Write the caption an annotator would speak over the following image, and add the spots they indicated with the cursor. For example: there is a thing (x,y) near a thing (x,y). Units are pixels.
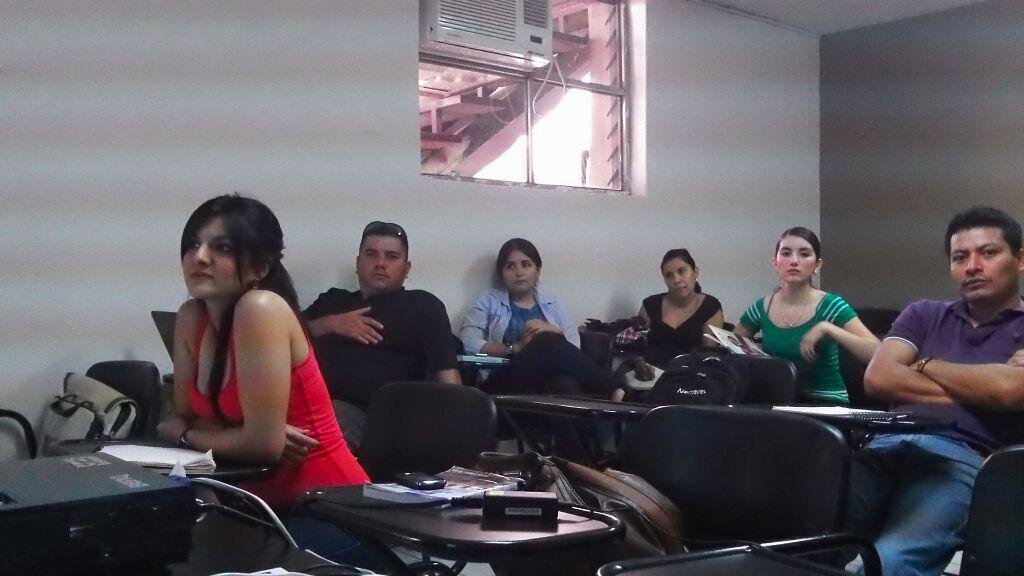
In this picture I can see few people (558,377) are sitting on the chairs (444,435) and I can see couple of bags (77,397) in the chairs (732,543) and I can see couple of books (456,479) and I can see a projector (132,534) on the table (250,539) and I can see air conditioner (491,52) and I can see glass window (501,120).
